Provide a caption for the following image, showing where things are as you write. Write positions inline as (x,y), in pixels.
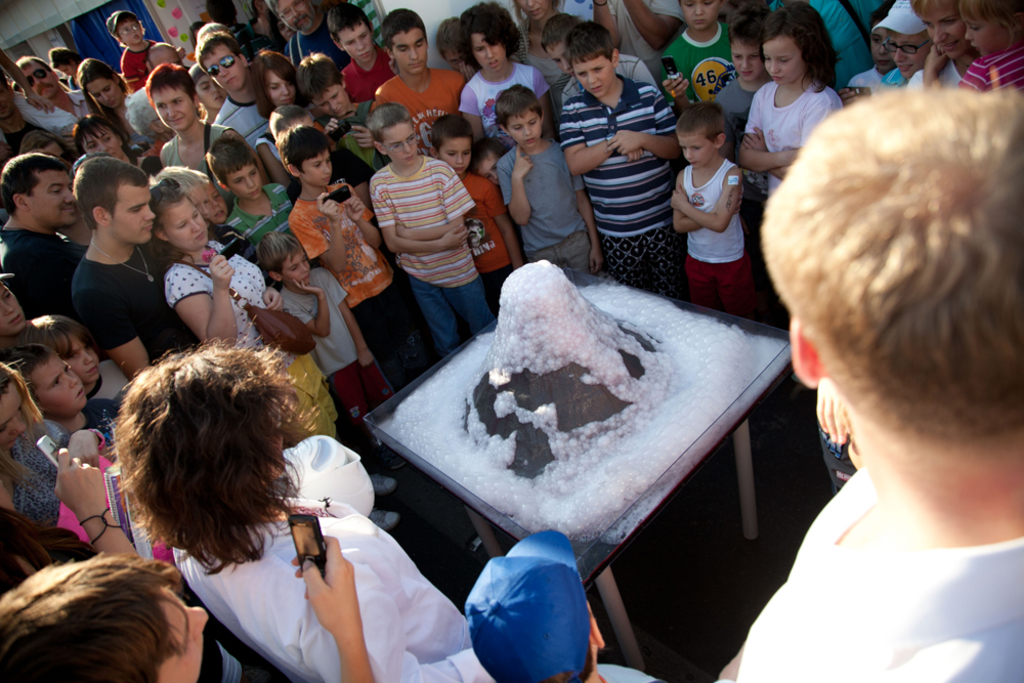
In this image I can see the group of people (453,272) standing and few people (181,282) are holding mobile phones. In front (611,453) I can see the black color object (592,408) and white color foam (687,399) on the table (697,446).
